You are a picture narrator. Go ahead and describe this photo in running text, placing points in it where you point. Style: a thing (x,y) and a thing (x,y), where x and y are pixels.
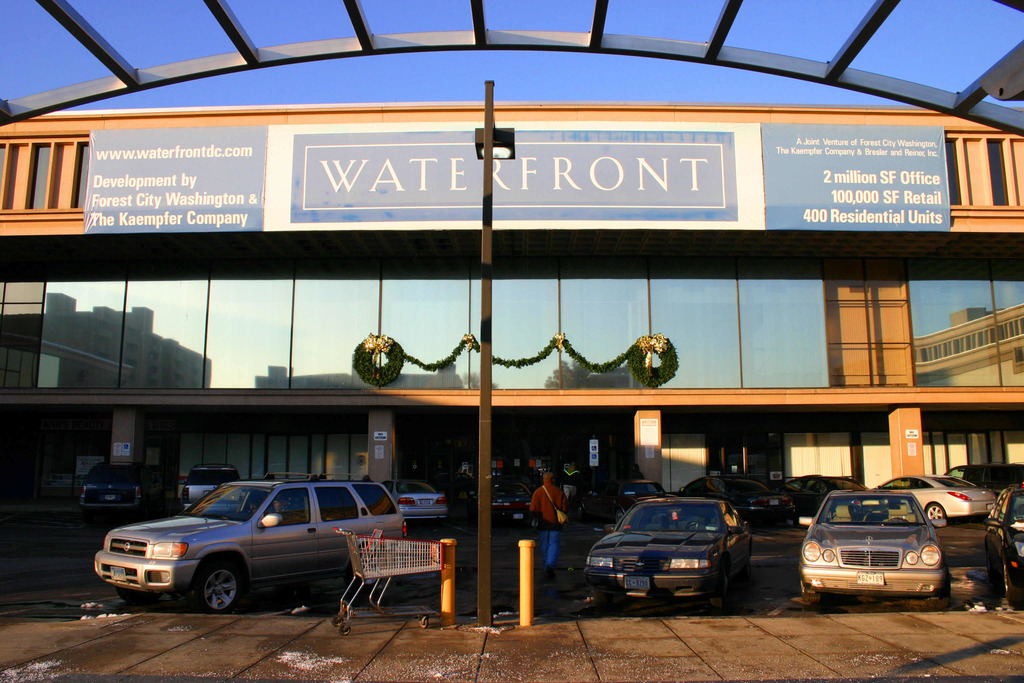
In this image we can see a person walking on the ground (496,545) and there are vehicles (376,527) parked on the ground (492,640). And there are poles (452,572) and light pole (489,257). In the background (583,147), we can see the building (600,329) with board (887,132) and we can see the text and numbers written on the board (512,178). At the top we can see the sky (459,62).
